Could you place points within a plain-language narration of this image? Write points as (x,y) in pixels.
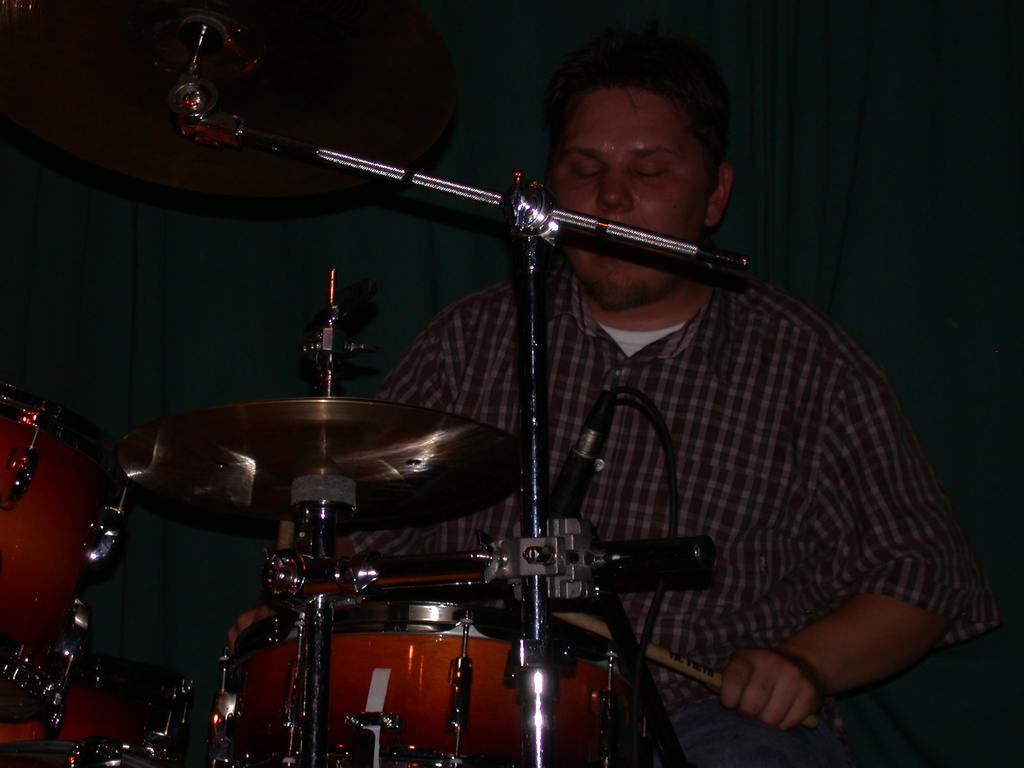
This picture shows a man (644,435) sitting in the chair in front of drums (21,599) and playing them. There is a microphone (586,416) and a stand (598,225) here. In the background (816,229) there is a curtain (273,277).
